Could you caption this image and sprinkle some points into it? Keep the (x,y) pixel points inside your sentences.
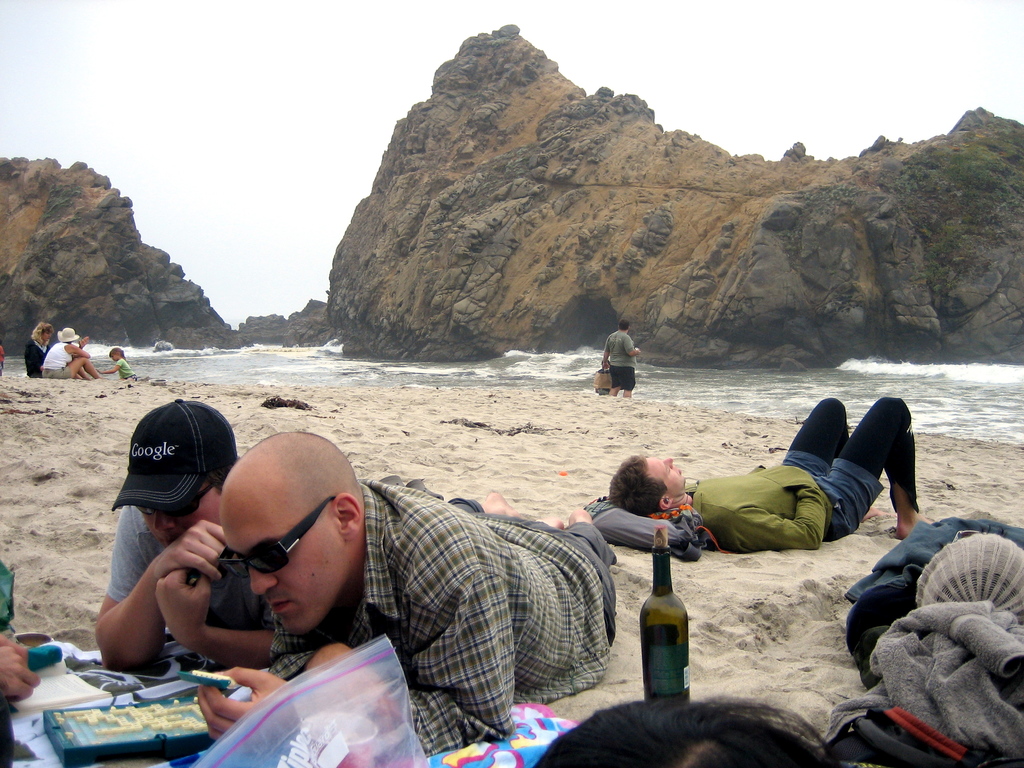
In this Image I see number of people (129,543), in which of them are lying on the sand (218,389), few of them are standing and few of them are sitting, I can also see bottle (684,626) and few things (331,703) over here. In the background (531,327) I see the water (599,354) and the rocks (487,311).
